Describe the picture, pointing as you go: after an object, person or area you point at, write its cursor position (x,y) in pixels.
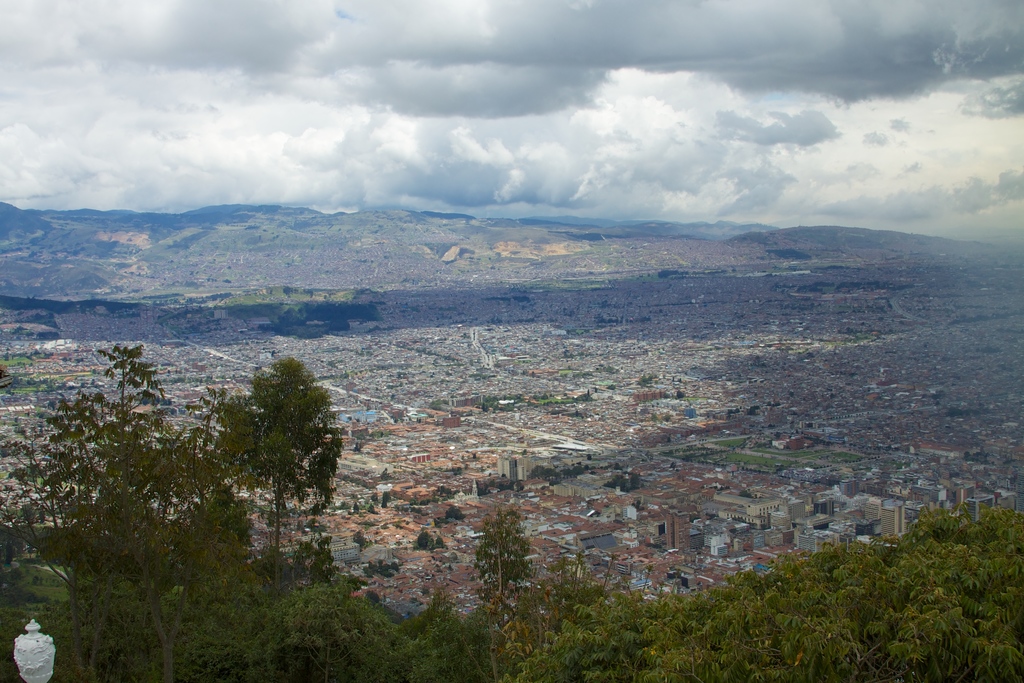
In this image we can see buildings (405,350), trees (239,427). In the background of the image (304,186) there are mountains (395,225), clouds (429,153).
